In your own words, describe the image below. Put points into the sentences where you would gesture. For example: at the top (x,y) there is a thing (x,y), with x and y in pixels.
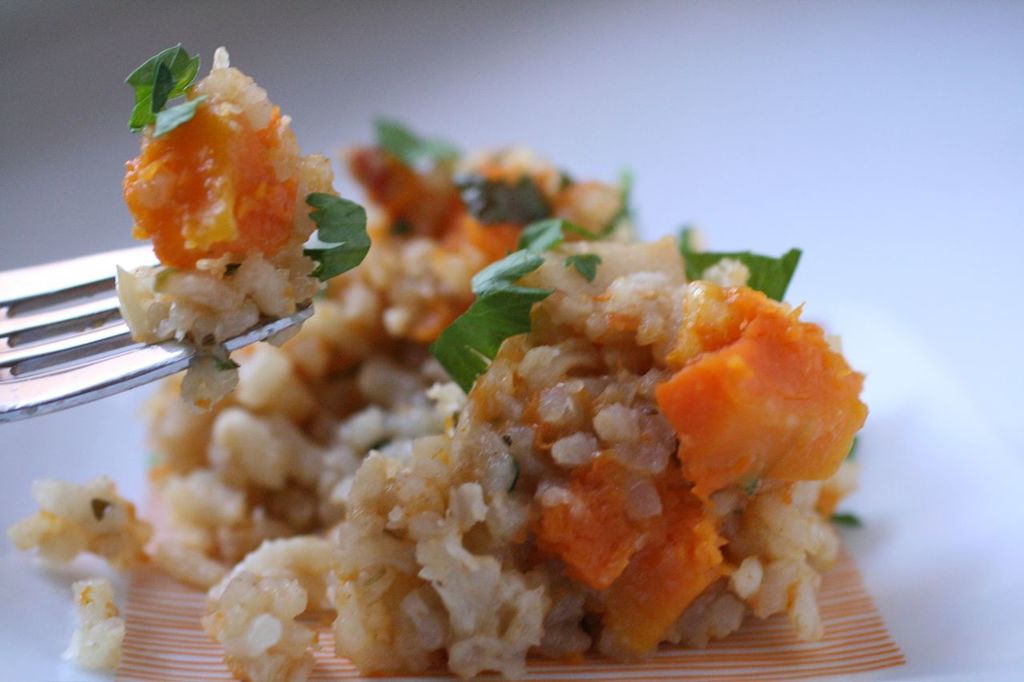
Here we can see white surface (41,659) with design (372,681). On top of that we can see some food (278,394) and also on the fork (112,353).
